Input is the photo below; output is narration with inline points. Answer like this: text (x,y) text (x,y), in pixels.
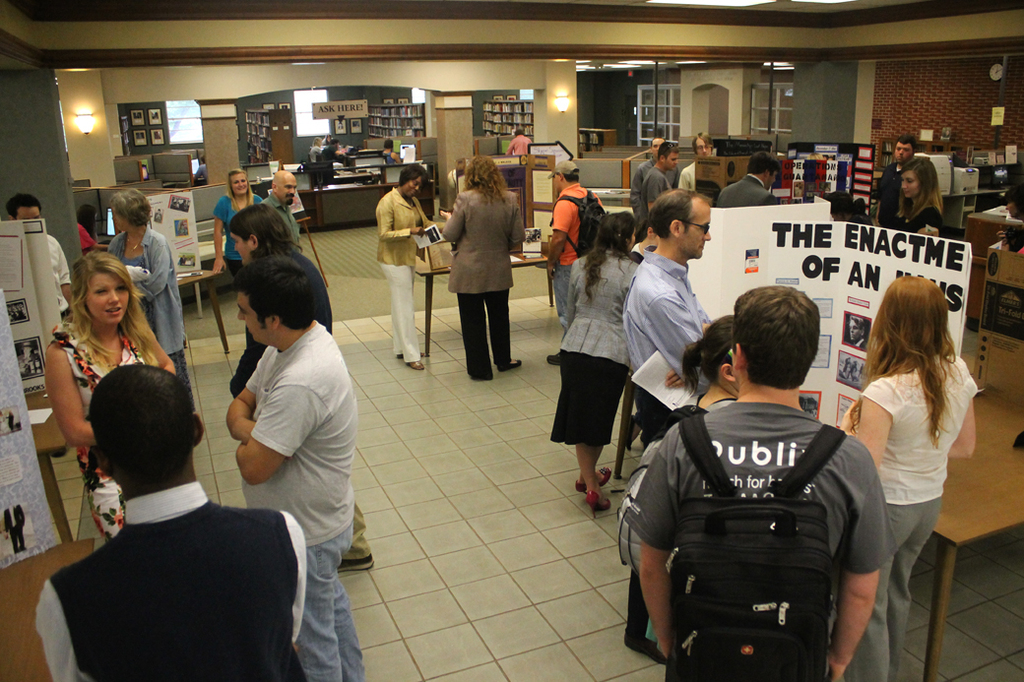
In this image there are group of people (496,354) standing, and some of them are wearing bags (764,571) and also there are some tables (1010,429). On the tables (996,430) there are some books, boards (823,332), boxes (1018,376), papers (12,284) and some machines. And in the background (277,147) there are some book racks (278,125), in that book racks (376,119) there are some books (255,155) and some photo frames (138,121) on the wall (131,107). And also there are lights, pillars (27,95), poles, windows (666,84) and some other objects (641,148). At the bottom (451,539) there is floor (529,529) and on the right side of the image (874,151) there are some objects (962,156).
